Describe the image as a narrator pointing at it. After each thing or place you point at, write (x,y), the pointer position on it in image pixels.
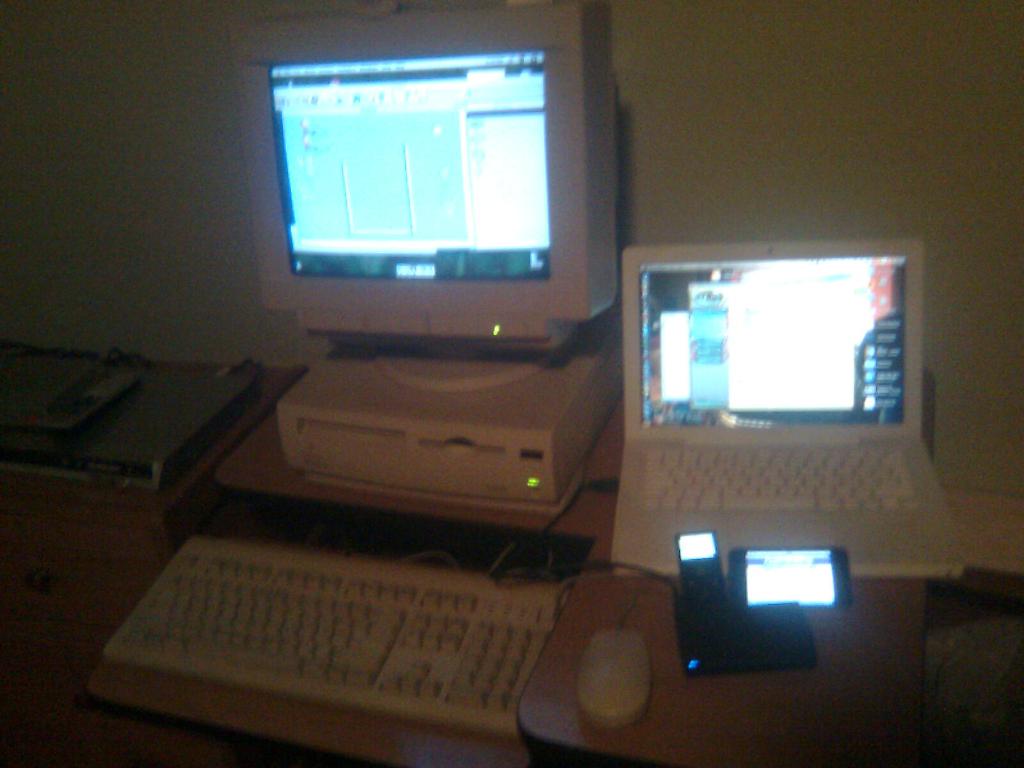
In the center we can see table (388,724). on table (372,741) we can see keyboard (389,643), laptop (812,484) and monitor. In the background (722,122) there is a wall (696,101).
